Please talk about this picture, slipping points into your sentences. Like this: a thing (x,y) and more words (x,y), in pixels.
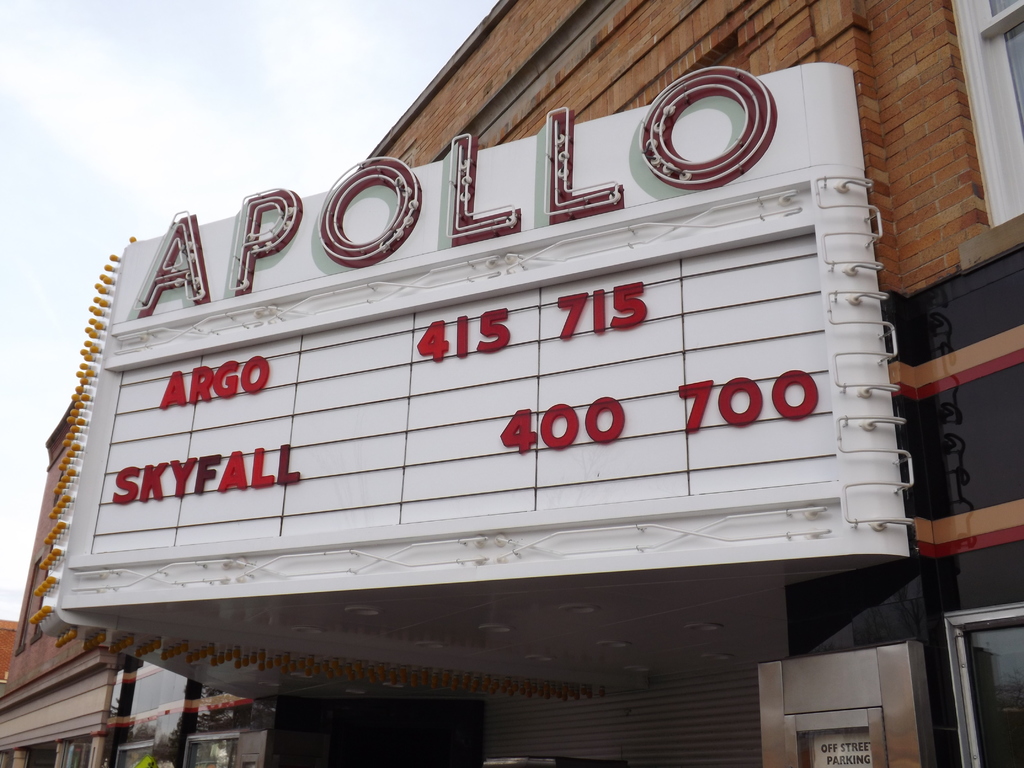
This image is taken outdoors. At the top of the image (131,115) there is the sky (97,102) with clouds (275,69). In the middle of the image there are a few buildings (249,702) with walls (60,662), windows (995,77), doors (978,702) and roofs (396,631). There is a board (218,470) with a text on it.
